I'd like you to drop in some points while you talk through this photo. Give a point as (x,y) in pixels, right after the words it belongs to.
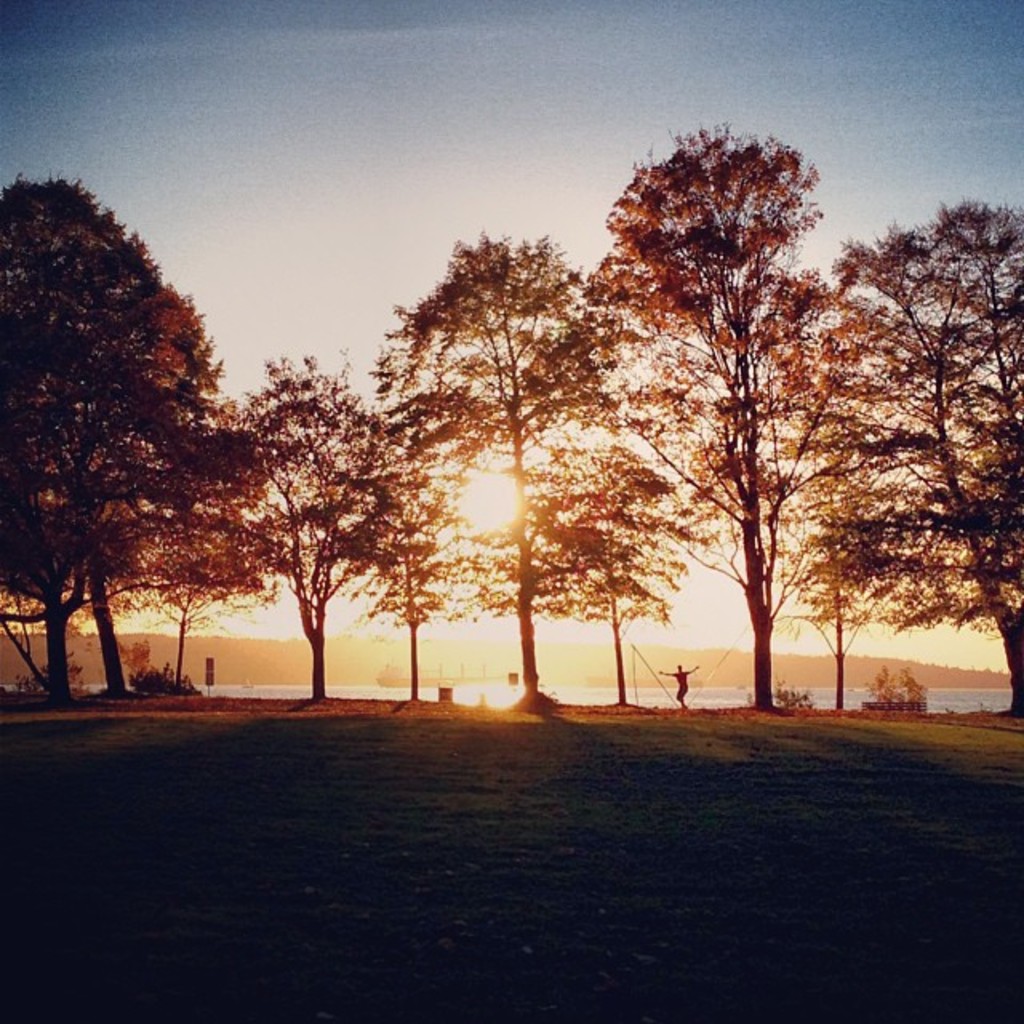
In this picture we can see a few trees (460,430) from left to right. There is a person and a few objects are visible on the path (659,711). We can see a boat (449,681) in the water (476,685) in the background (421,681). There is a dark view at the bottom of the picture (177,935).
